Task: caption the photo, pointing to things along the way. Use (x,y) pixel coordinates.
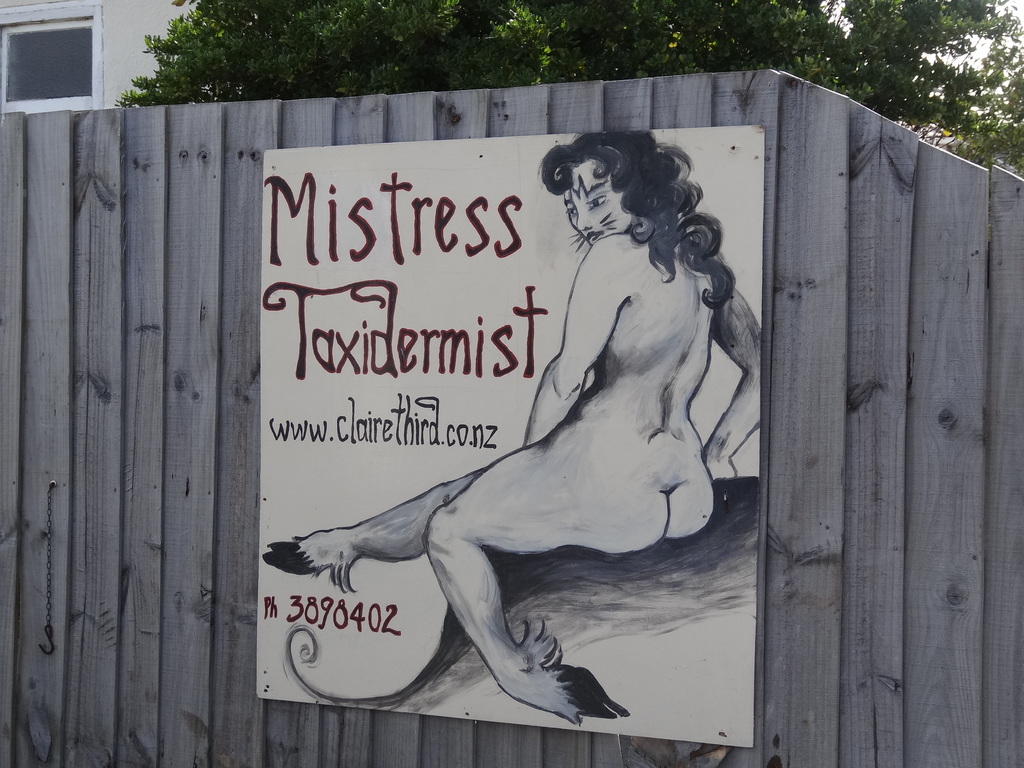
In this image, I can see a board (732,562) with the drawing of a woman (453,527), words (419,428) and numbers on it, which is attached to the wooden fence (889,302). At the top of the image (642,50), there is a tree (580,50) and a wall (125,63) with a window (67,38).
